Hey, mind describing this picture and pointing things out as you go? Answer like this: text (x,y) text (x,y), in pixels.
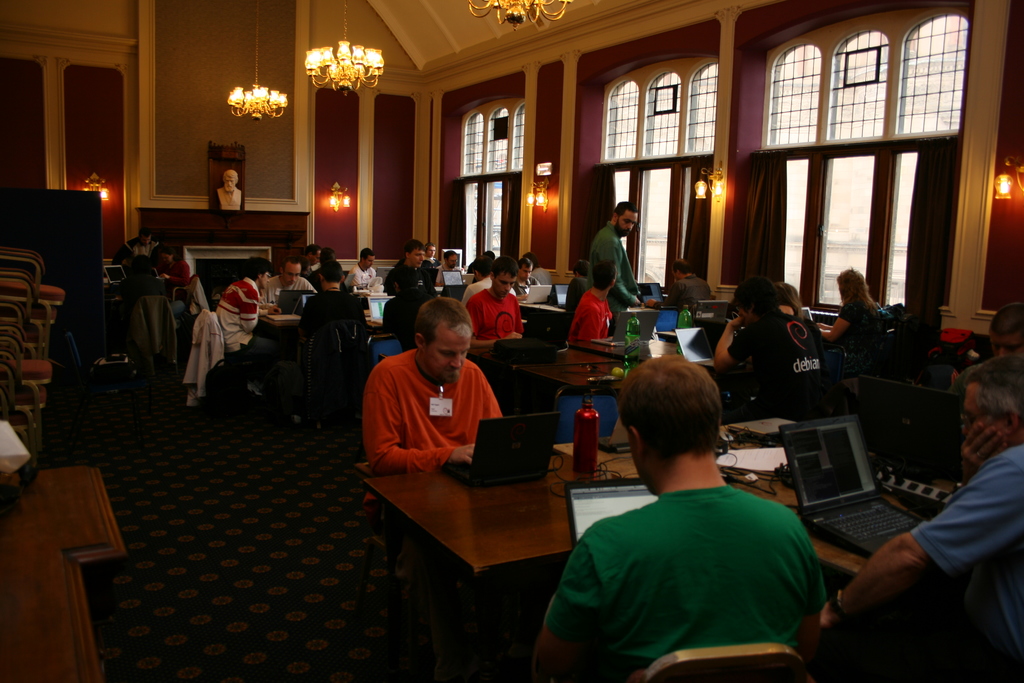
This is the picture of a room (827,253). In this image there are group of people (681,369) sitting on the chairs (780,667) and there are laptops (920,444) and bottles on the tables (600,469). At the back (932,239) there is a man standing and there are windows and curtains (936,322) and there are lights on the wall (973,234) and there is a sculpture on the shelf (294,243). At the top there are chandeliers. At the bottom (296,581) there is a mat (310,619). On the left side of the image (22,291) there are chairs (22,291) and there is a table (5,665).
